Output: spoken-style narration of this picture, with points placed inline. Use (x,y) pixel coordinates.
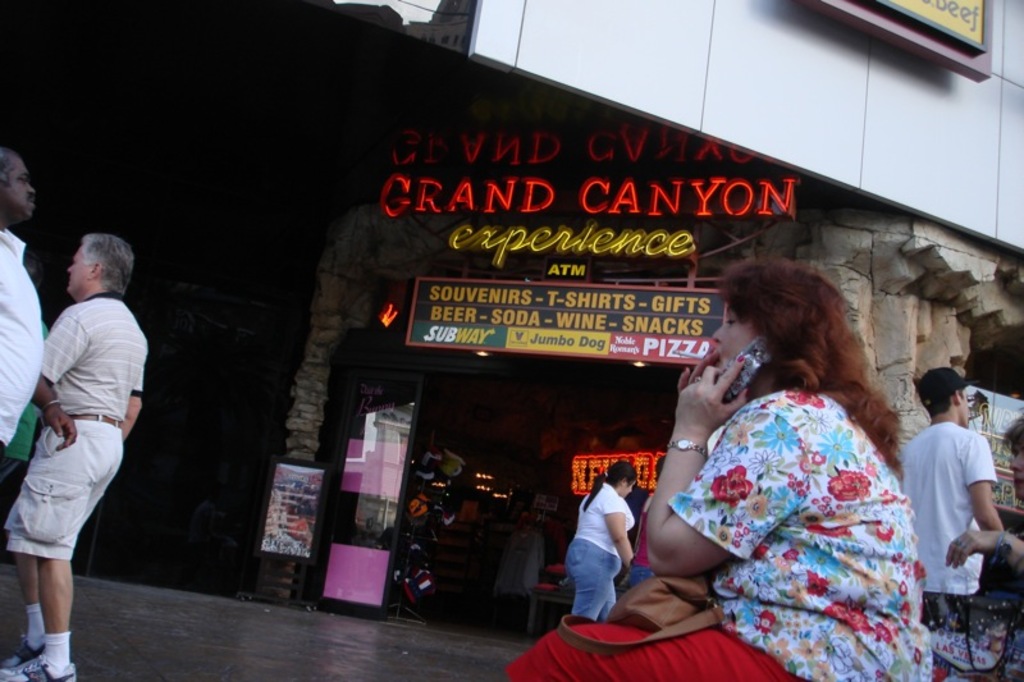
Here in this picture we can see a building (912,92) present and in the front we can see a store (529,365) present and we can also see hoardings (552,323) present and we can see number of people (811,580) sitting, standing and walking in front of the place (384,341) and we can see the woman (779,474) in the front (801,447) is speaking to someone in the mobile phone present in her hand (715,427).
